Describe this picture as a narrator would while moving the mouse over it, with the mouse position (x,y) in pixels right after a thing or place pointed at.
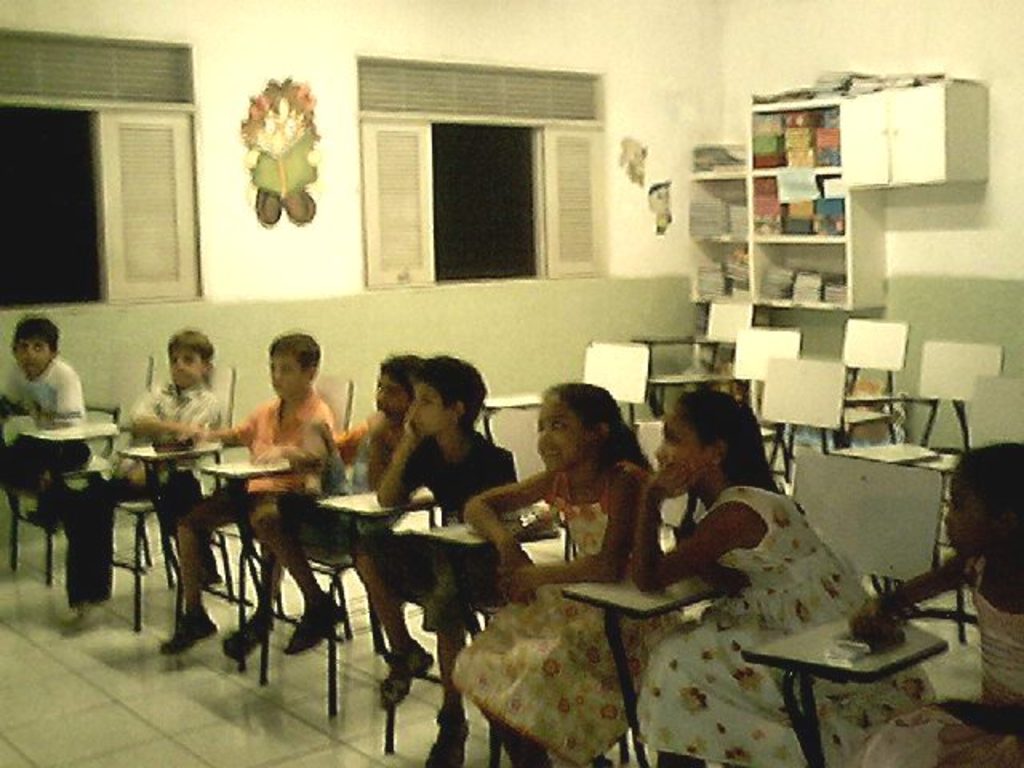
In this image i can see few children (433,434) sitting on chairs (167,465). In the background (125,182) i can see the window (138,226), a sticker (264,144) attached to the wall (250,68), the wall (293,67), a book shelf (737,159) and few empty chairs (895,454).
